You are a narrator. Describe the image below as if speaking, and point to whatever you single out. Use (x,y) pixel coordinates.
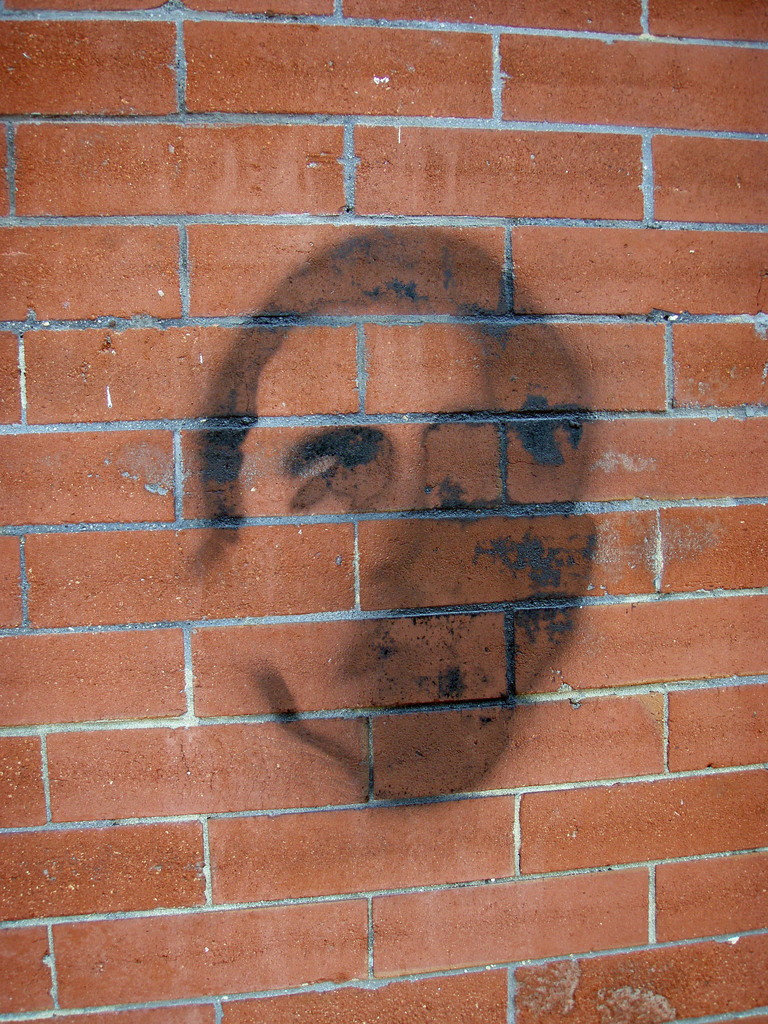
In this image there is a wall (536,724) and on the wall (457,642) there is a drawing (406,563).
